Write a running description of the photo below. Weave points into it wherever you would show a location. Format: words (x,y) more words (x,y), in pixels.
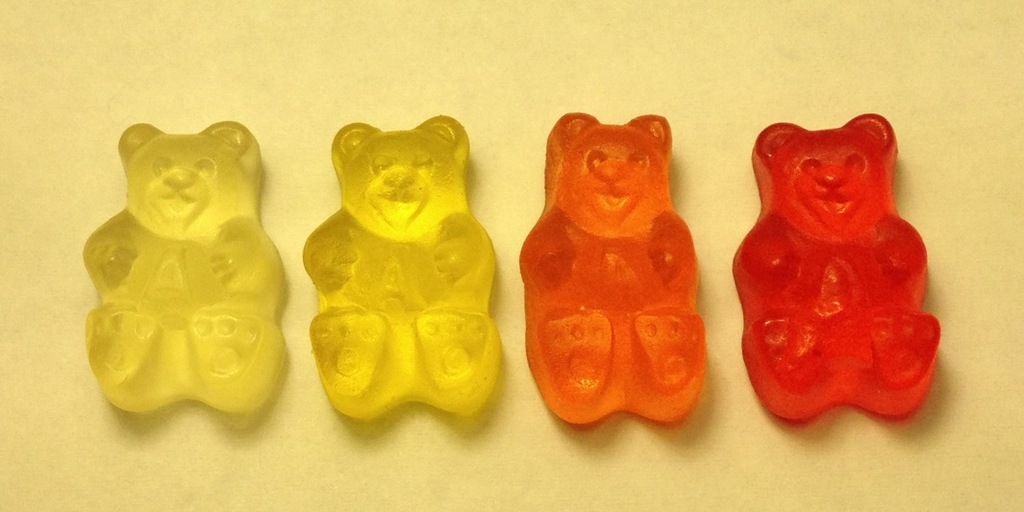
In this picture I can see those are looking like the candies (589,254) in the shape of a teddy bear (326,321).
